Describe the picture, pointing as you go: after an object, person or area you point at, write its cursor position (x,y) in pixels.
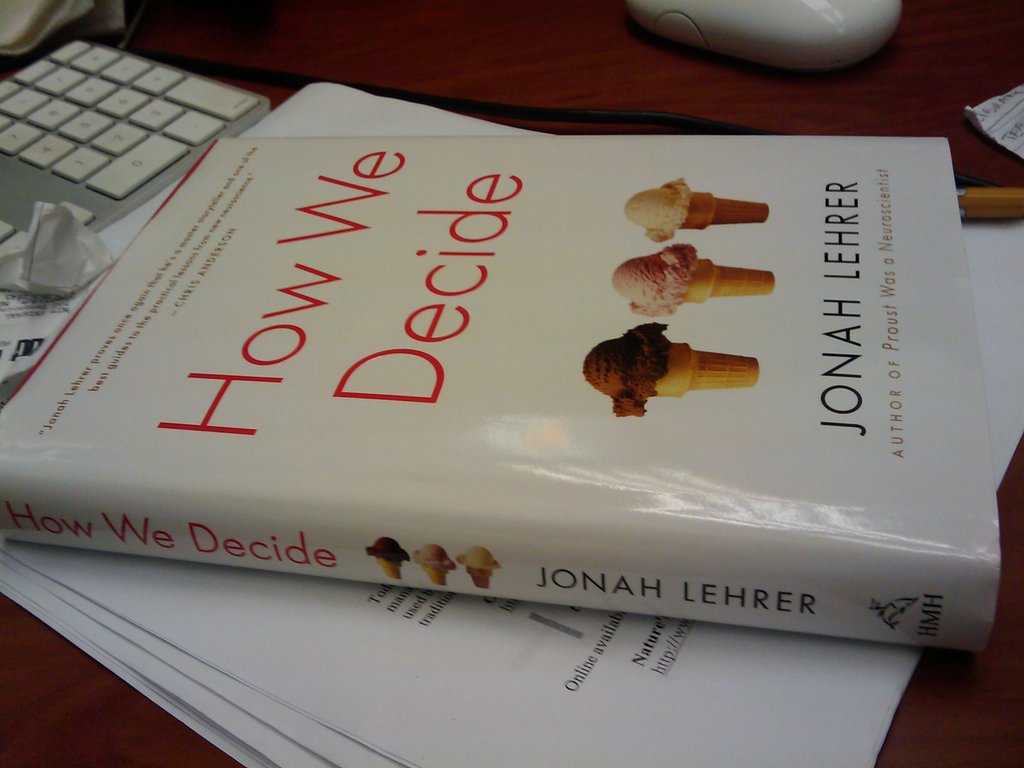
In this image I can see a book (483,506), papers (407,675), keyboard (102,121), mouse (702,7) and wire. These are on the brown color table (109,681).
